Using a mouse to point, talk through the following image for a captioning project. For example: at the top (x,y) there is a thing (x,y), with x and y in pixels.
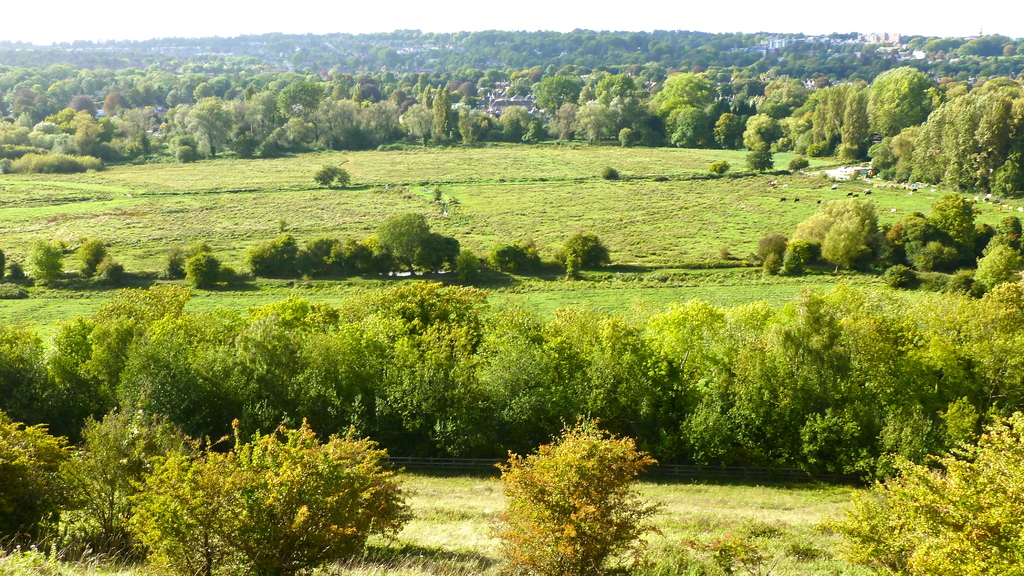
In this picture I can see some trees (234,488), grass (433,531) and also i can see some buildings (811,81).
